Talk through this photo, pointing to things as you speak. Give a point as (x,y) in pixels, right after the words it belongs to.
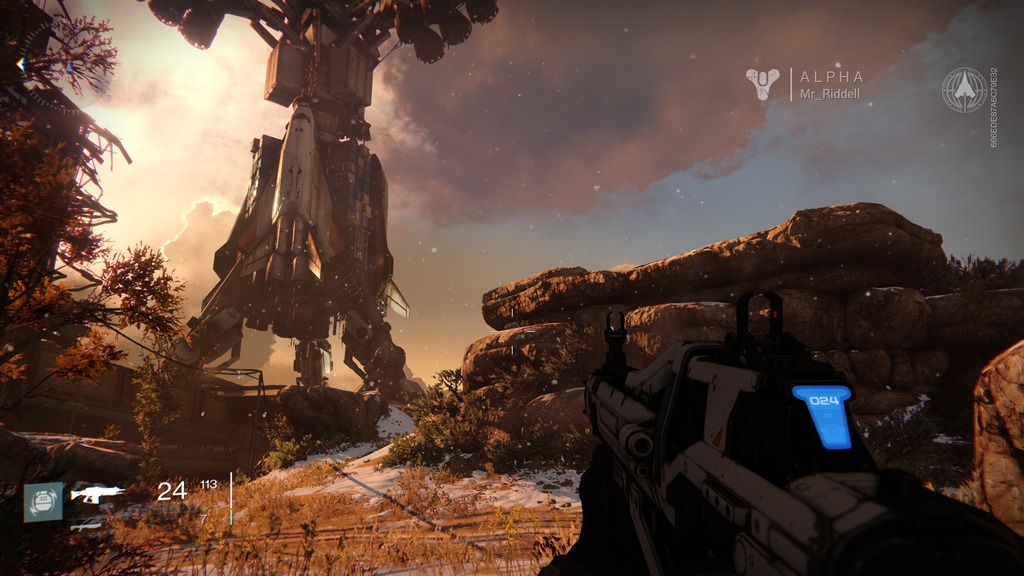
It is the animation picture in which there is a gun (629,452) at the bottom (734,494) and stones (677,261) on the right side (732,252). In the middle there is a robot (282,144). On the left side (55,180) there are trees (76,228). At the top (717,181) there is sky (679,199). On the ground (292,550) there is grass (293,549).
